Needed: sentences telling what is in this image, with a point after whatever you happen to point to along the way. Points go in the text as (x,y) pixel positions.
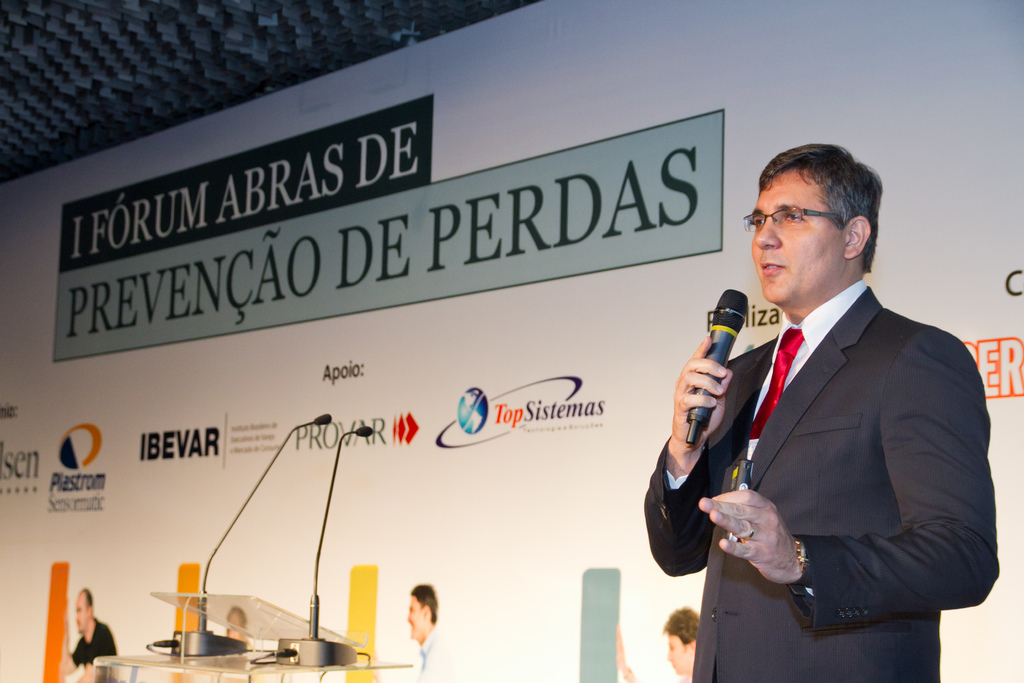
On the right side (901,447), there is a person (902,482) in a suit (902,482), holding a microphone (690,416), wearing a spectacle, speaking and standing. On the left side (327,660), there are two microphones (328,419) arranged on a stand (177,659). In the background (151,296), there is a banner (232,193) and a roof (295,6).
